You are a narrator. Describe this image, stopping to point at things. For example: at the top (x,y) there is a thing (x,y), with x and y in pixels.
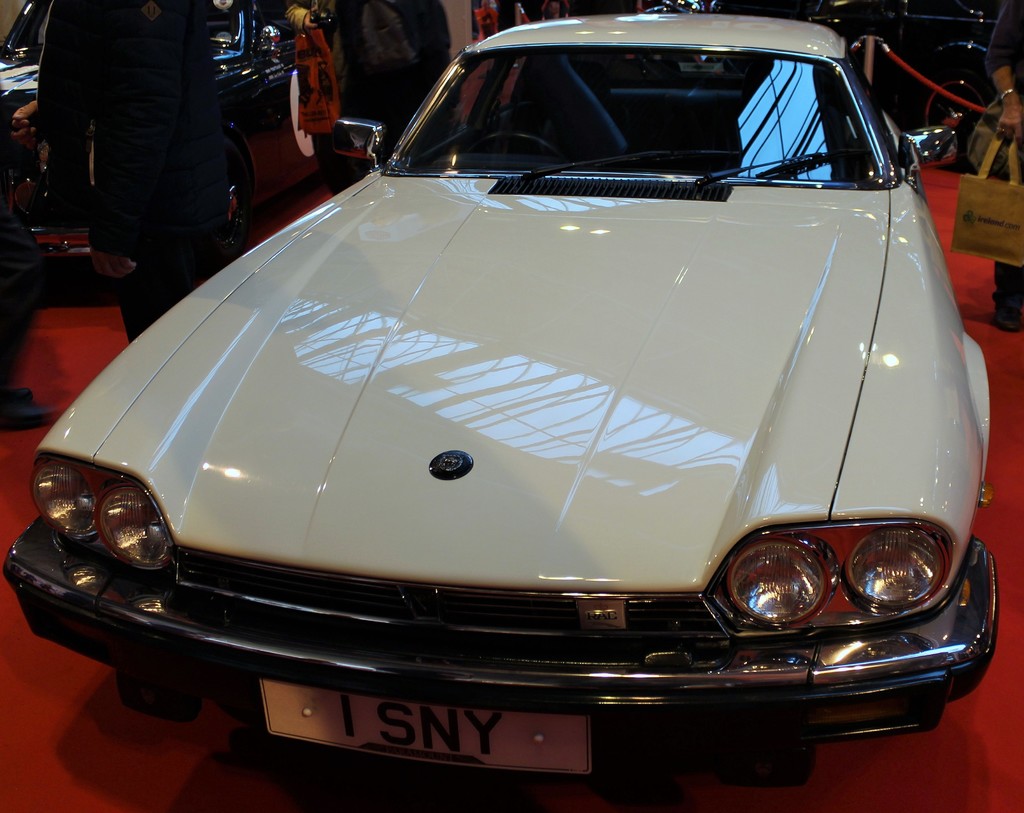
In this picture we can observe white color car (431,416) on the red color carpet (86,698). There are some people (197,111) standing. We can observe a red color ribbon (909,74) in the background (922,76).
